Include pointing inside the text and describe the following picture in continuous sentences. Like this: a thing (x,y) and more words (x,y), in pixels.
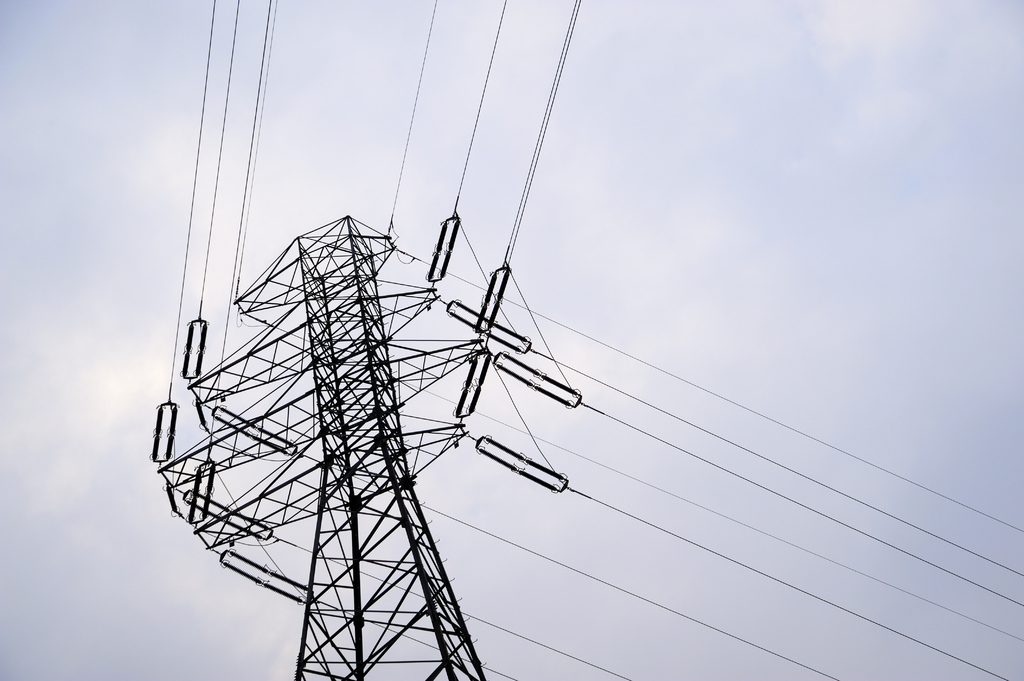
This picture is of outside. In the center (361,262) there is a transmission pole (351,519) to which many number of cables (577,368) are attached and we can see the sky (731,147).
